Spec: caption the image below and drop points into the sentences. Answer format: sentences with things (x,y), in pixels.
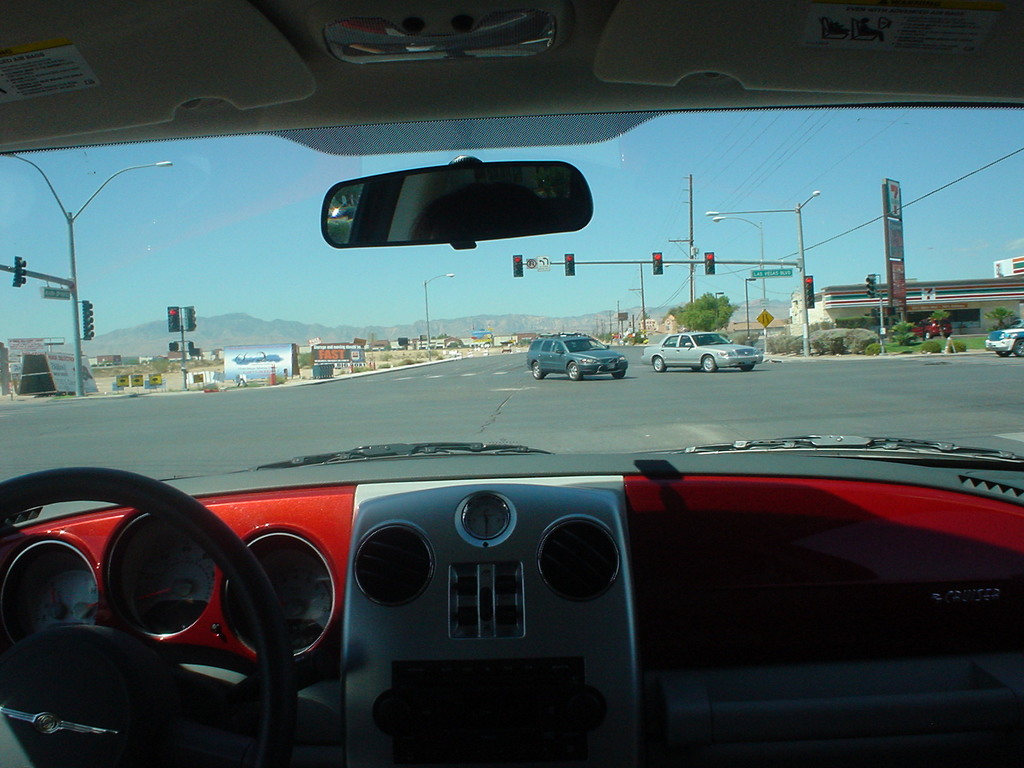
In this picture I can see a road (437,413). There are some cars (562,344) on the road (571,399). I can observe poles (72,264) on either sides of the road (368,411) to which lights (708,261) are fixed. In the background (264,327) there are hills (602,316) and a sky (402,254).
